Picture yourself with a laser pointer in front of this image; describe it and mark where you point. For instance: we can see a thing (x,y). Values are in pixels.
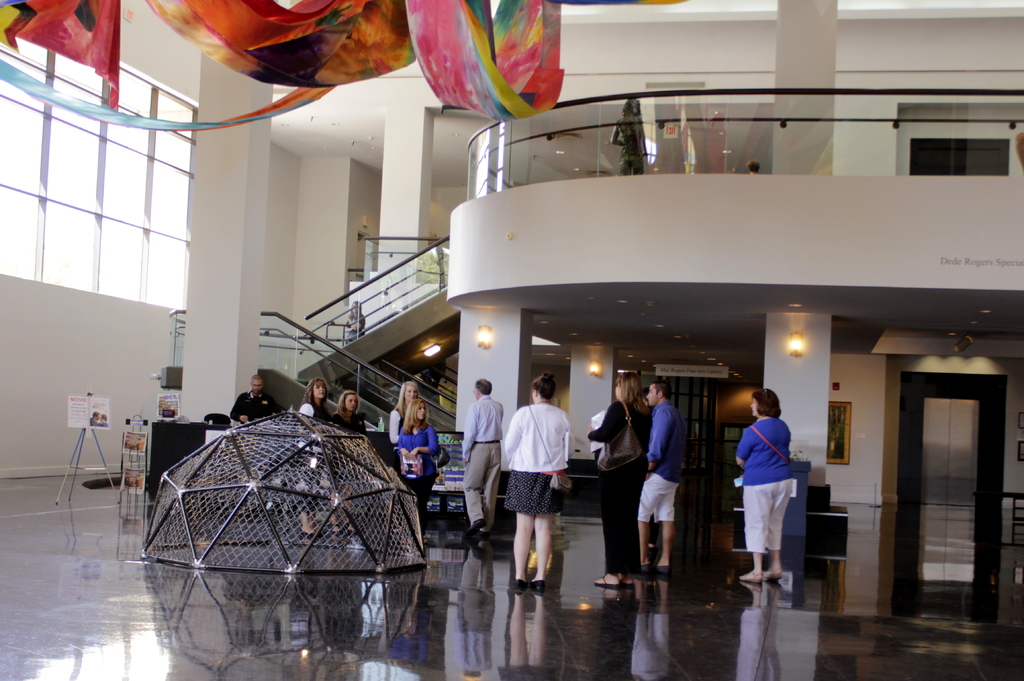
In the picture we can see inside view of the building lobby (811,382) with some people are standing and beside them, we can see some crafts (360,519) and a stand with board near the wall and behind the people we can see some pillars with lights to each pillar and beside it we can see the steps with glass railing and on the top of it also we can see the floor (729,200) with the glass railing (803,143).
